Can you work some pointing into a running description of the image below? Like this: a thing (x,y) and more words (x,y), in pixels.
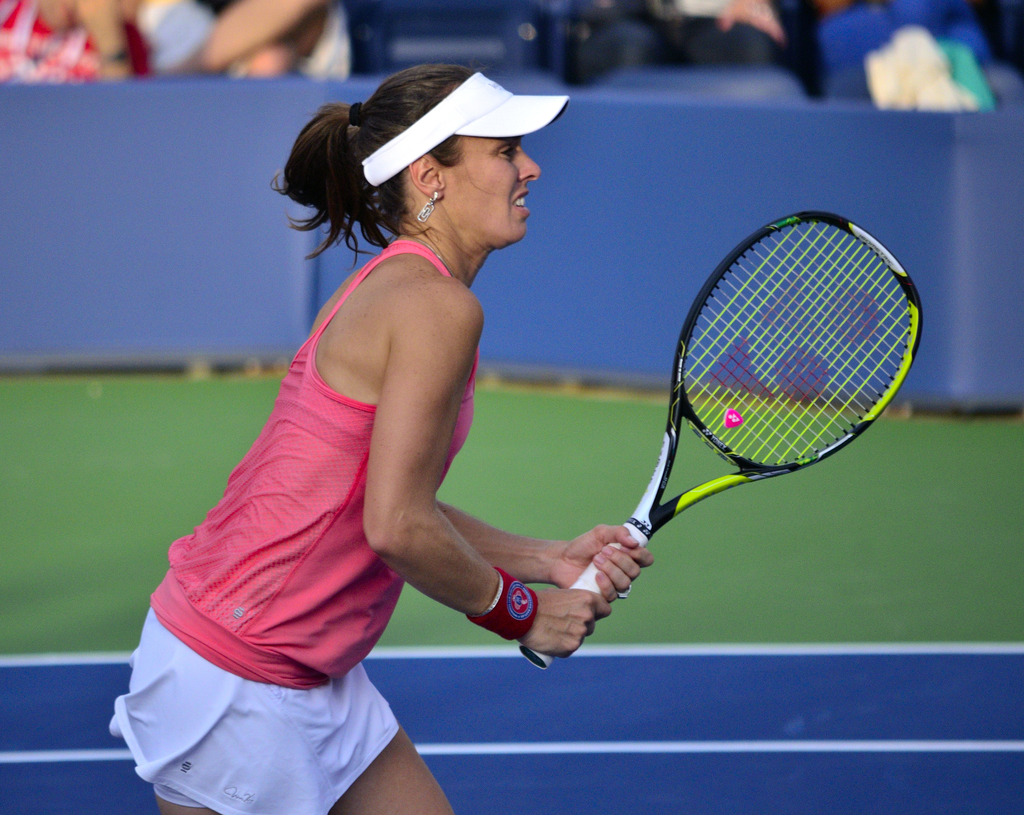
This is the woman (331,585) standing and smiling. She is holding a tennis racket (662,492) in her hand (576,603). I think she is playing tennis. In the background (935,208), I can see the kind of boards (695,189), which are blue in color. At the tops of the image, I can see few people (279,30) sitting. This looks like a tennis court (829,654).
